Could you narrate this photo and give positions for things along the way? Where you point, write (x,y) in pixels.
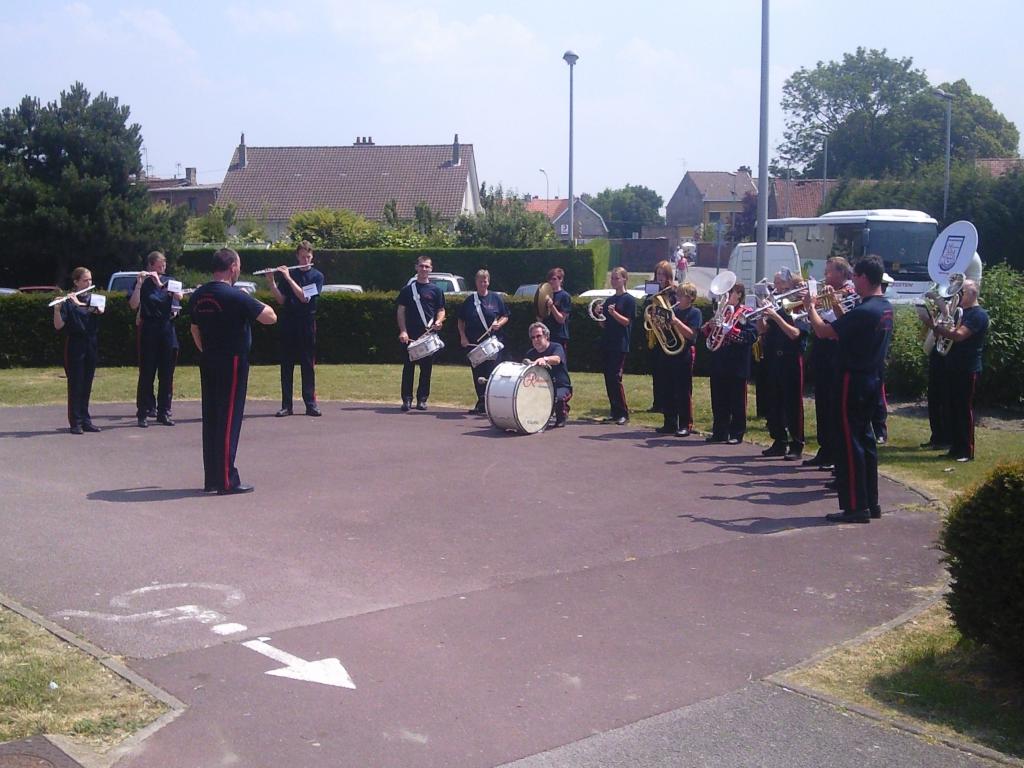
In this image we can see some people (675,432) standing on the pathway (595,570) holding some musical instruments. On the backside (380,207) we can see some houses (394,179) with roofs (450,203). We can also see some trees (449,233), grass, plants (572,313), poles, a bus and the sky (561,165) which looks cloudy.
